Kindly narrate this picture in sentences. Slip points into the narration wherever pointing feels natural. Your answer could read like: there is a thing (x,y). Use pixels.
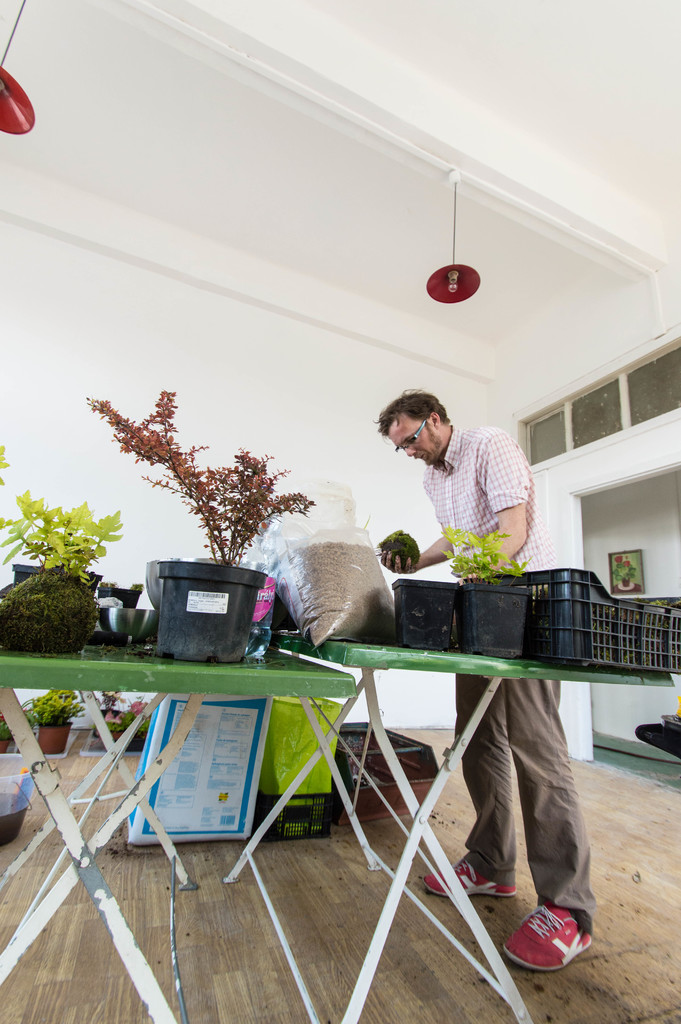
In the picture we can see inside the house (616,799) with a man (551,714) standing near the two tables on the tables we can see some plants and a polythene bag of sand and on the other table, we can see some other plants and on the floor (201,944), we can see some plants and in the background (633,513) we can see a wall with a photo frame (622,577) and the painting (618,590) in it.
